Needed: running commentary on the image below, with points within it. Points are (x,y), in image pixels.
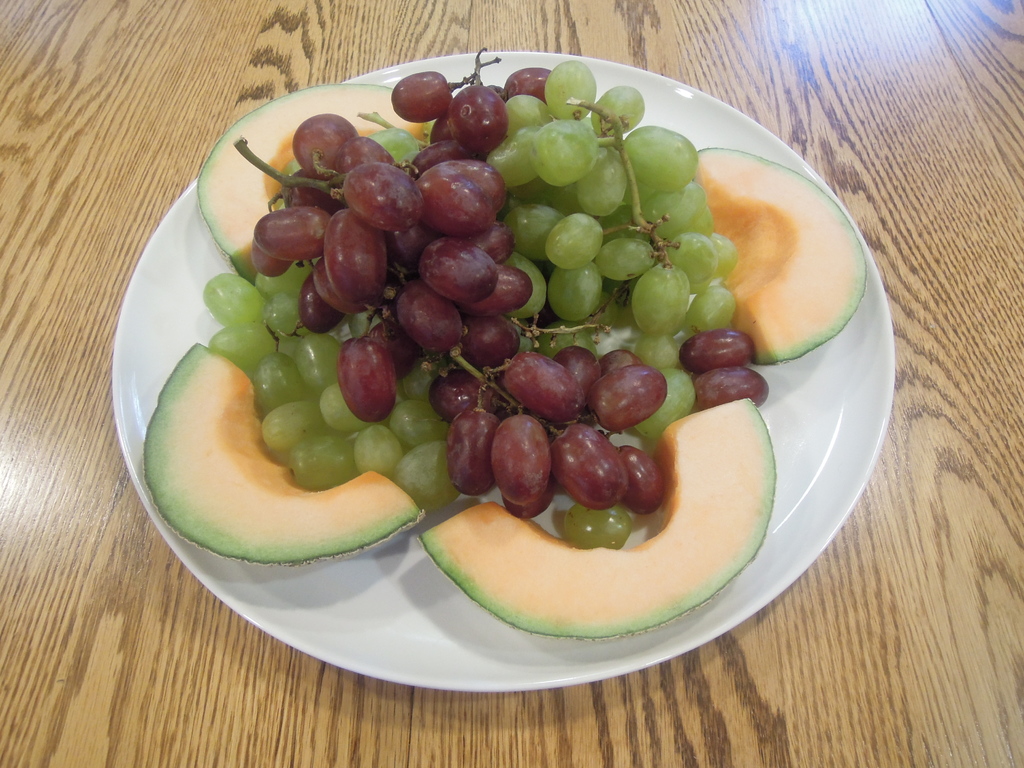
In this picture, in the middle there is a plate (864,490) on the plate (241,586) there are different types of fruits (763,319).
